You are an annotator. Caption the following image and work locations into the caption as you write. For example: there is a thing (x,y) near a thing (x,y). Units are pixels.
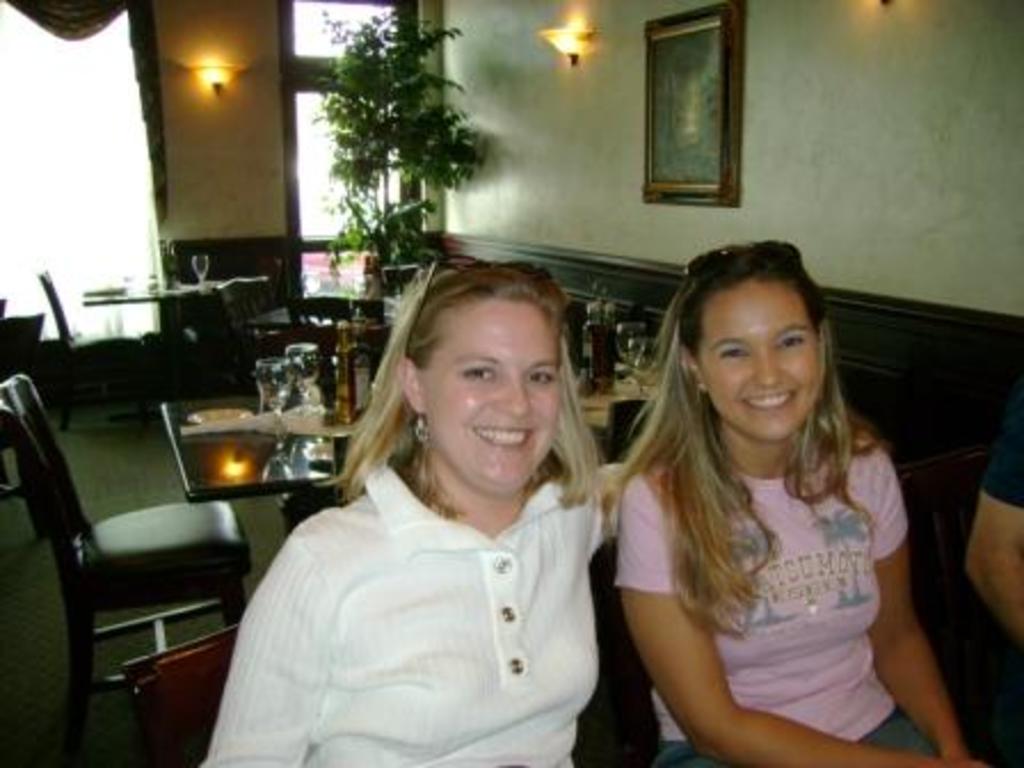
This image is clicked in a restaurant (595,246). There are two women (772,375) in this image, one (575,614) is wearing white dress (520,636) and other one (775,661) is wearing pink dress (798,651). Both of them are smiling. There is a photo frame (645,107) on the wall (756,178). There is a Shrub (398,54) in the middle of the image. There are tables (300,312) and glasses (309,363), tissues (317,410) are on tables (122,301). There are chairs (61,306) around tables (243,482). There are lights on the top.
